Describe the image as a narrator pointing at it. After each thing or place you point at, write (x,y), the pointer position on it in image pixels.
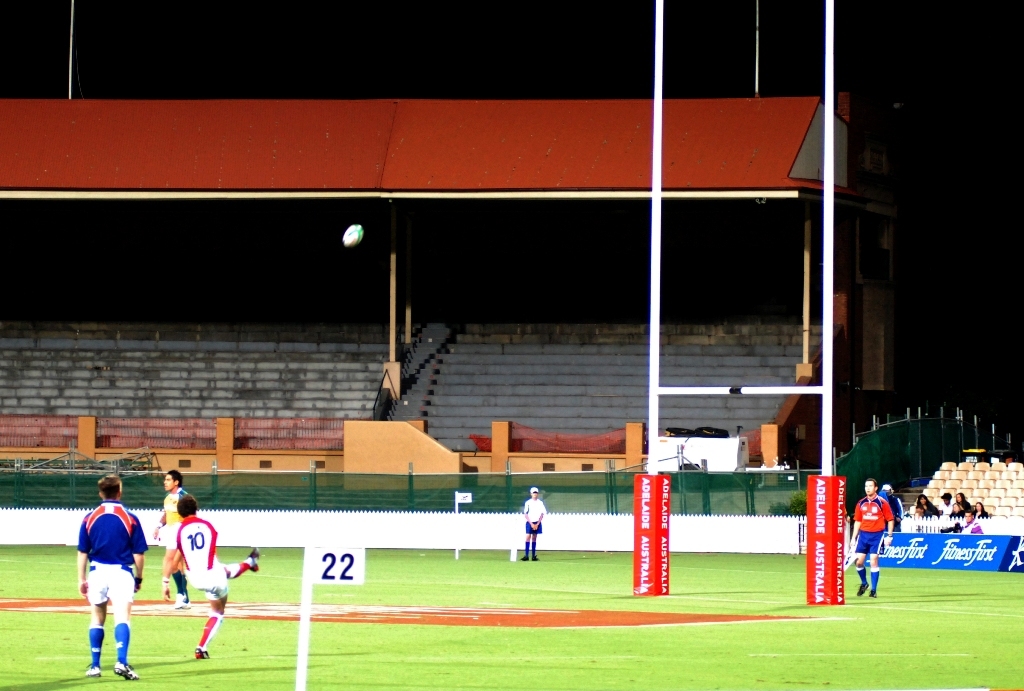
In the center of the image (361,360) we can see stairs (546,413), mesh (241,443), boards (422,537), poles (649,510), some persons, ball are there. At the bottom of the image (578,641) ground (547,597) is there. At the top (556,91) the image is dark.
